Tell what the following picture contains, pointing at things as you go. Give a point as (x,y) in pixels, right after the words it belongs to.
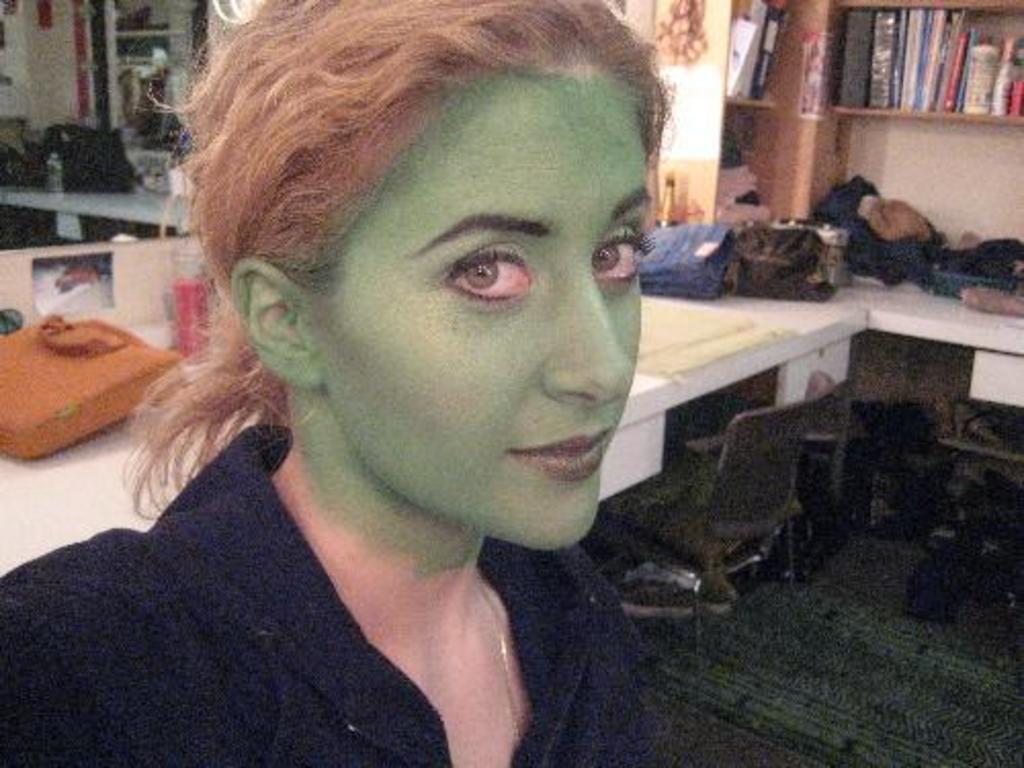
In this picture we can see a woman (442,521) smiling and in the background (90,373) we can see bottles (665,186), bags (102,177), books (943,20) in rack (876,5), chair (765,411).
